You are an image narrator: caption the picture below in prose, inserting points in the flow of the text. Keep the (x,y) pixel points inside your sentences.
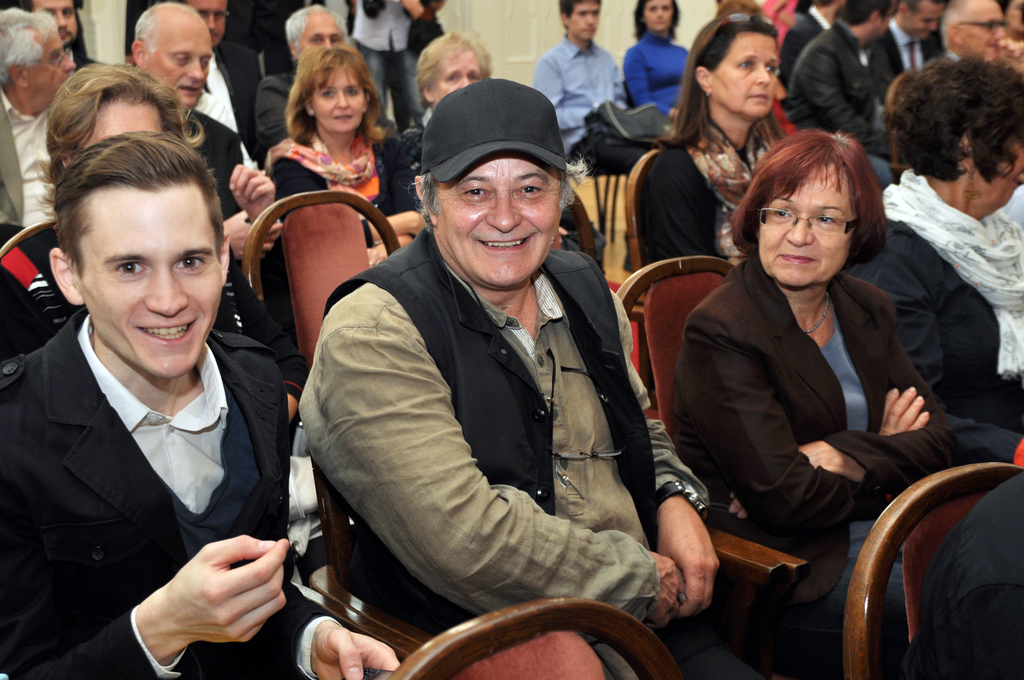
This image in a room (152,472). There are many people (929,69) in this room (140,243). In the left side of the image (158,444) there is a man (146,432) sitting on a chair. In the middle of the image (430,335) a man (373,417) wearing a hat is sitting on a chair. In the right side of the image (695,387) a woman (697,401) is sitting on a chair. At the top right of the image (873,85) few people (941,79) are sitting on a chair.
